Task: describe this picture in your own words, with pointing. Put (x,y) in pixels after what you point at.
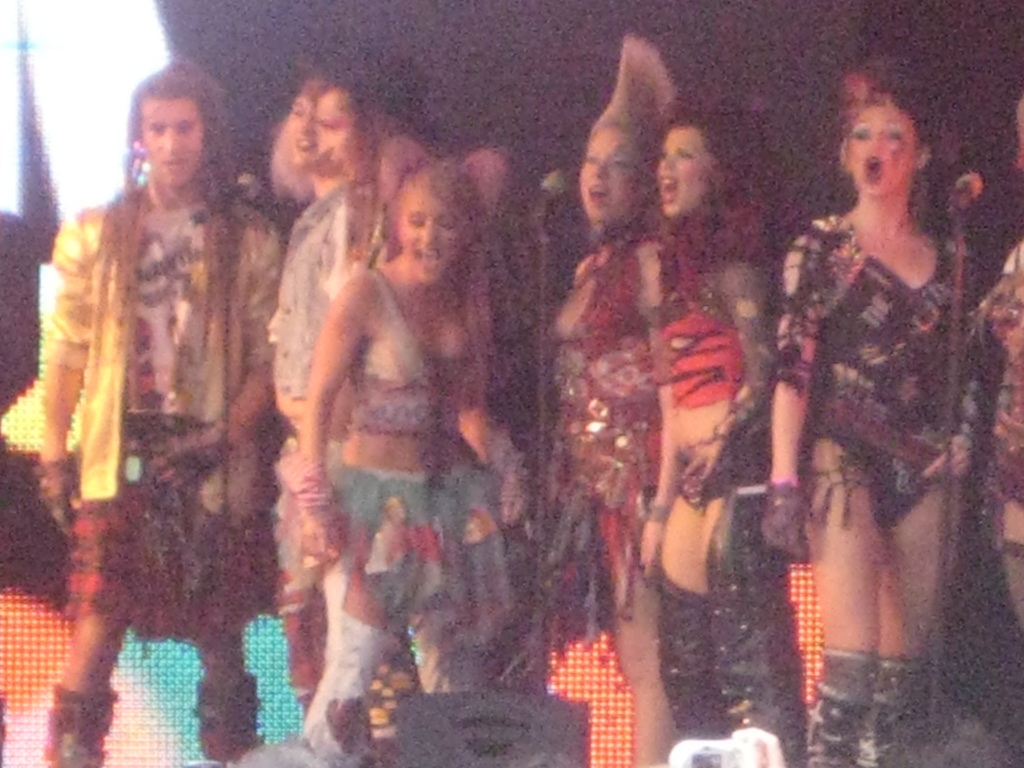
In this image I can see in the middle (352,404) a group of girls (562,337) are wearing the costumes (618,398), on the left side (148,137) a man (179,237) is standing.
